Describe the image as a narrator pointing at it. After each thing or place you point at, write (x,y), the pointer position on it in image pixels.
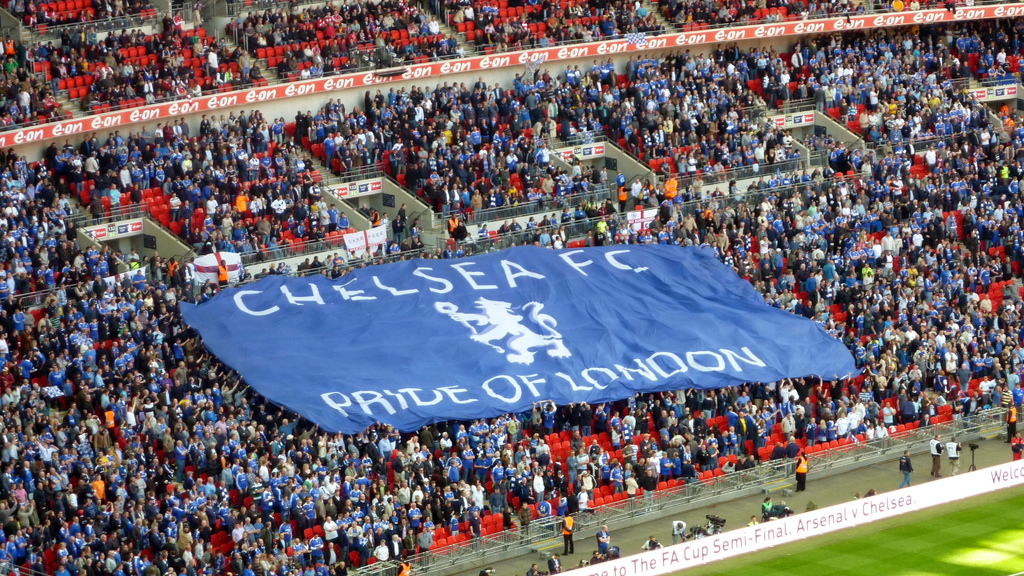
In this picture we can see groups of people (330,162), among them few people (195,345) holding a banner (500,316). There are chairs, railings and boards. In the bottom right corner of the image (908,528), there is ground (907,539).
